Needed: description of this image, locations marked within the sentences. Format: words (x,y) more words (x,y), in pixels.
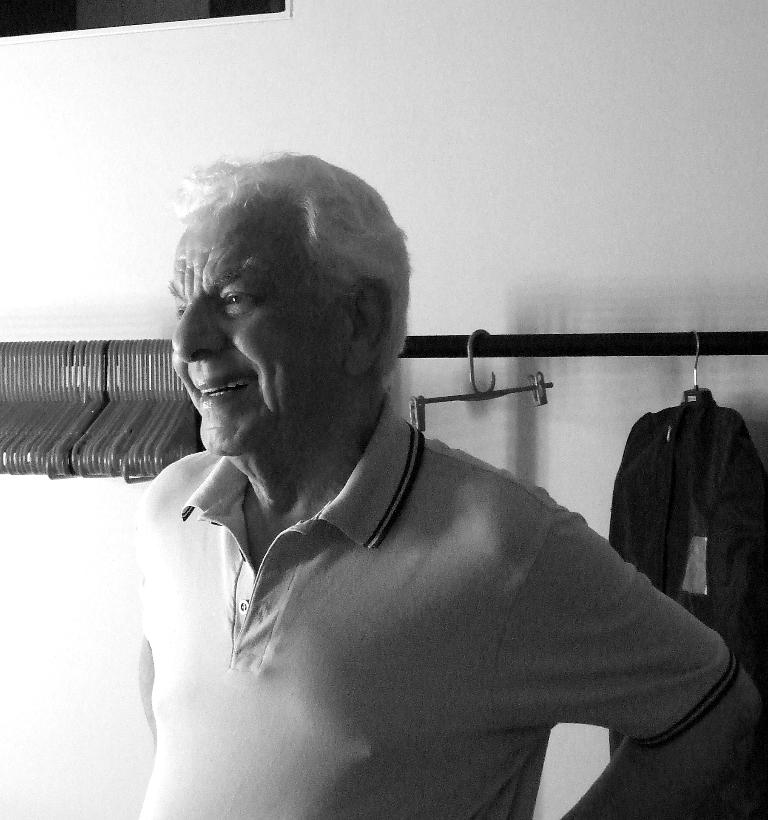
In this image I can see an old man (184,608) and I can see he is wearing t shirt (295,608). I can also see smile on his face (242,403). In the background (168,419) I can see number of hangers (197,438) and here I can see cloth cover (629,434). I can also see this image is black and white in colour.
